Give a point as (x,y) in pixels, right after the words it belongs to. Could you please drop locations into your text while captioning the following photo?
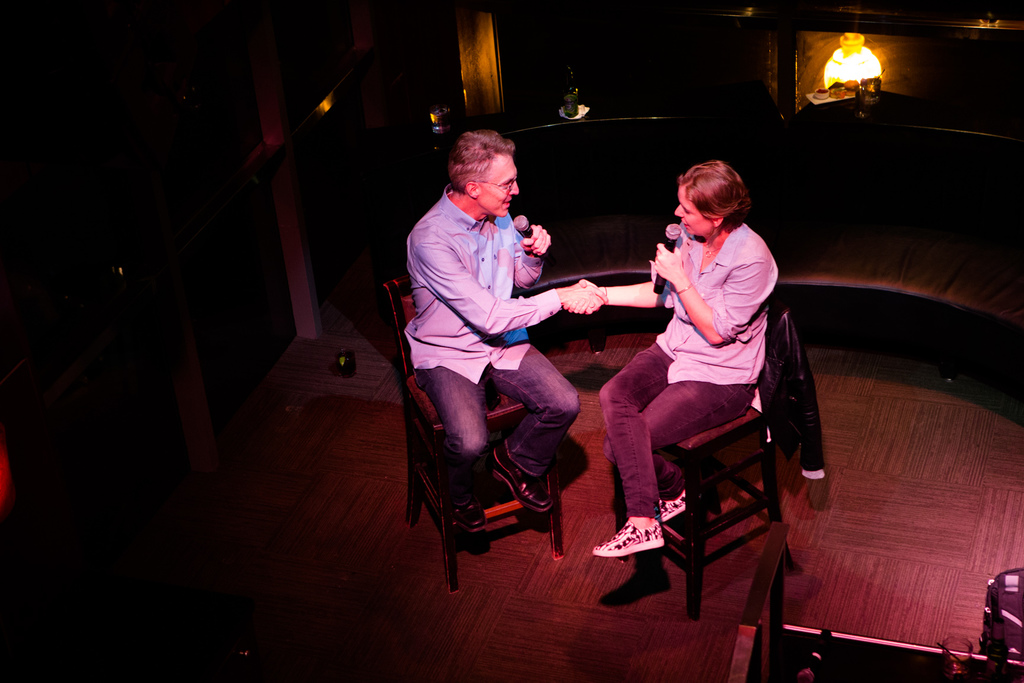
In this Image I see a man (507,151) and a woman (699,226) who are sitting on chairs (396,280) and they're holding the mics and holding their hands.
